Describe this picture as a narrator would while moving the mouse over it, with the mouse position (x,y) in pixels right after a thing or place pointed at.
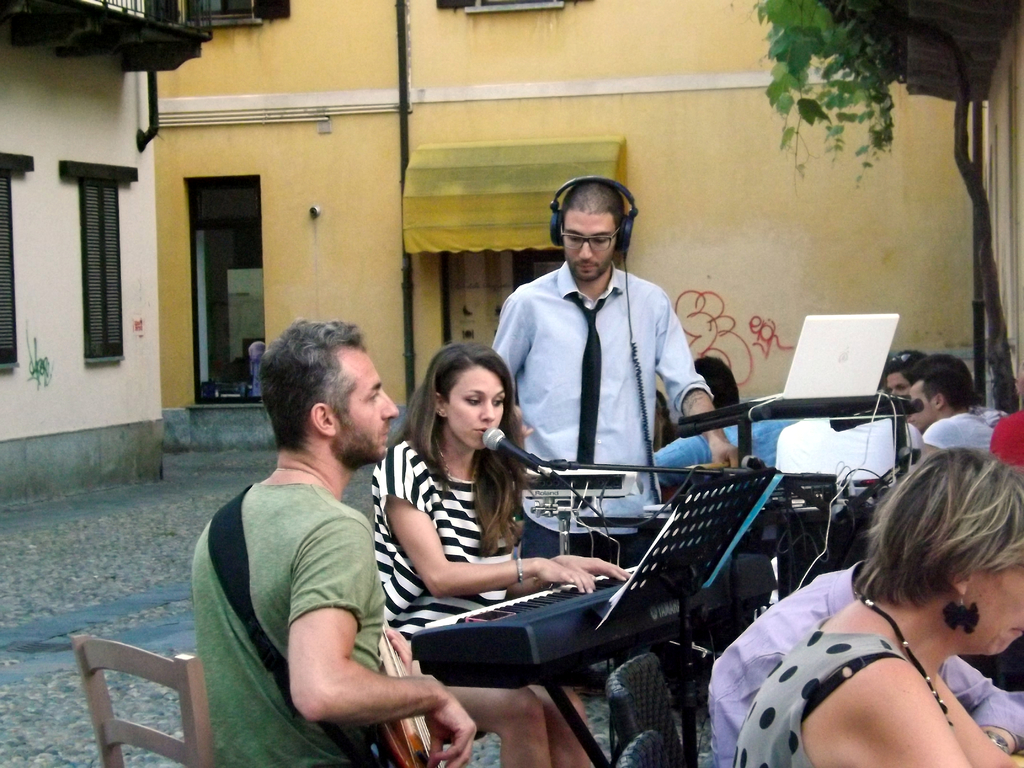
In the picture we can see some persons (488,545) playing musical instruments (542,670), on right side of the picture (779,423) there are some persons (963,453) sitting and in the background of the picture (287,133) there are some houses (270,198).
